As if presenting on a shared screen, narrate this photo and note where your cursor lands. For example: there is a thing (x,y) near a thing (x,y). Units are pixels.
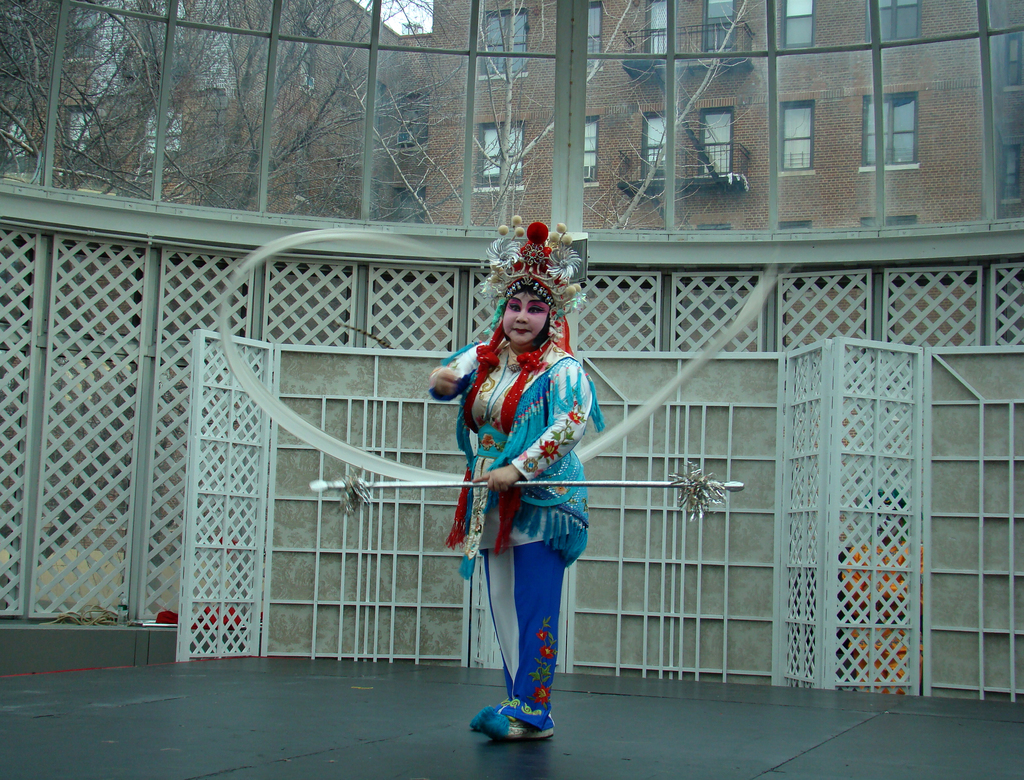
In the foreground of this image (535,526), there is a woman (539,561) in cosplay (561,466) and holding a stick (590,484). In the background (716,318), there is a wooden wall (215,298). On the top (445,98), there is a glass wall (493,92). Through the glass (726,112), we can see, buildings (394,83), trees (350,75) and the sky (423,31).
